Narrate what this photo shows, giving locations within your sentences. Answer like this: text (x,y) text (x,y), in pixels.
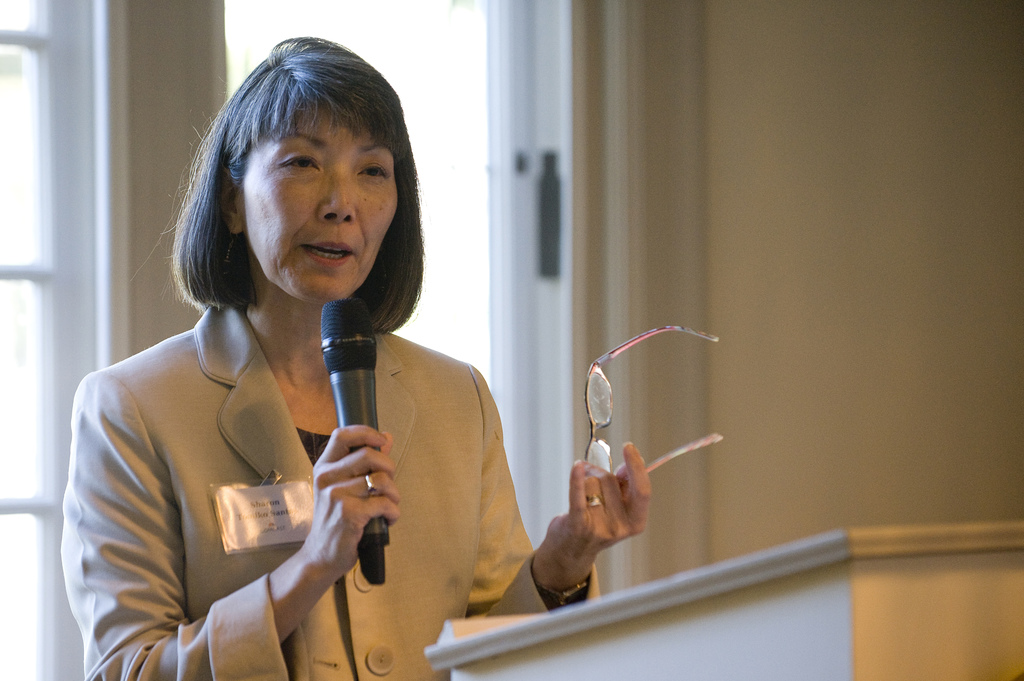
In this image I see a woman (261,458) who is standing in front of a podium (519,661) and she is holding a mic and spectacles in her hands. In the background (1012,396) I see the wall (779,342).
